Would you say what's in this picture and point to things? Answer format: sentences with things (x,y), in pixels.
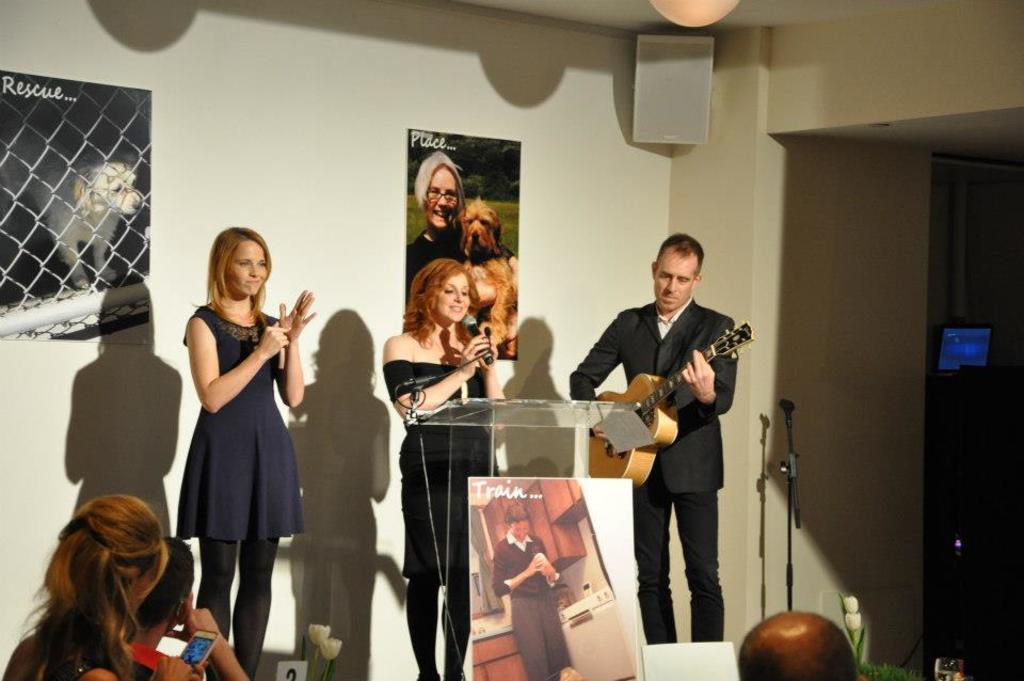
The image is taken in the room (327,249). There are three people (240,594) standing. On the right (687,464) there is a man (666,605) standing and playing a guitar (654,420). On the left (215,560) there is a lady (285,431) standing. In the middle (397,378) there is a lady (475,352) who is holding a mic (488,355) in her hand (475,338) is singing. There is a podium (582,441) before her. At the bottom (183,629) there are people (773,654). In the background (588,121) there is a wall (162,145) and some posters (102,159) which are pasted on the wall (5,515).
